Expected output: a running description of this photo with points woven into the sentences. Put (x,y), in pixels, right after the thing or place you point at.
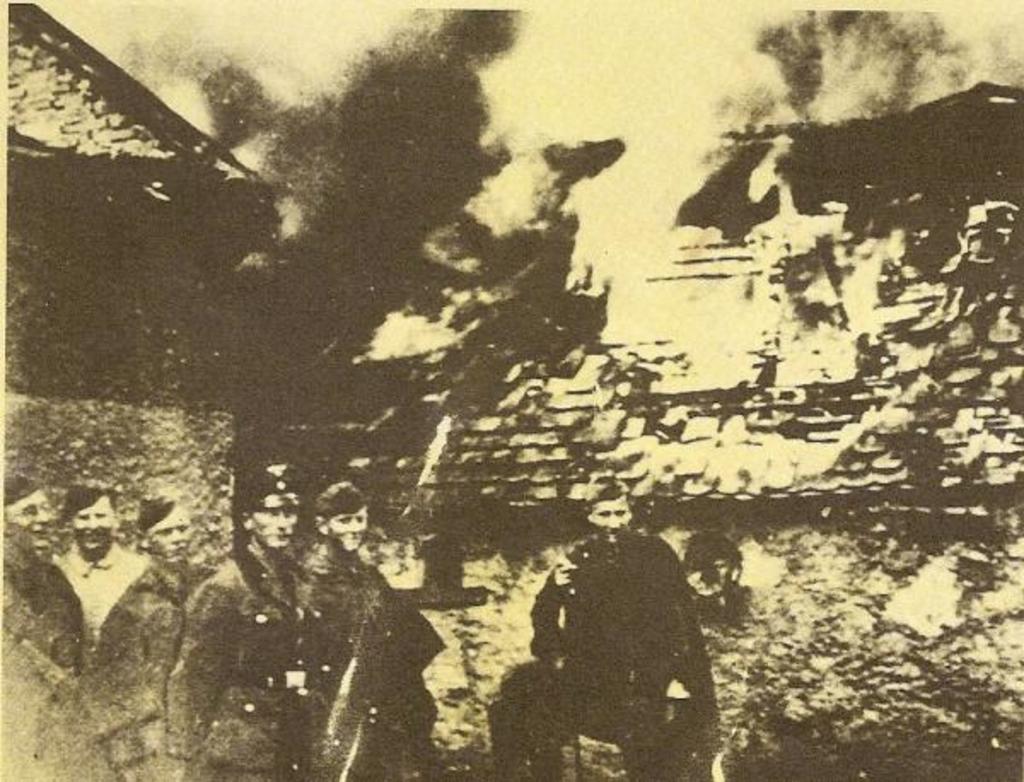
This is a black and white image. In the image there are few people (260,684). Behind them there are buildings (502,365). And it is a blur image.
